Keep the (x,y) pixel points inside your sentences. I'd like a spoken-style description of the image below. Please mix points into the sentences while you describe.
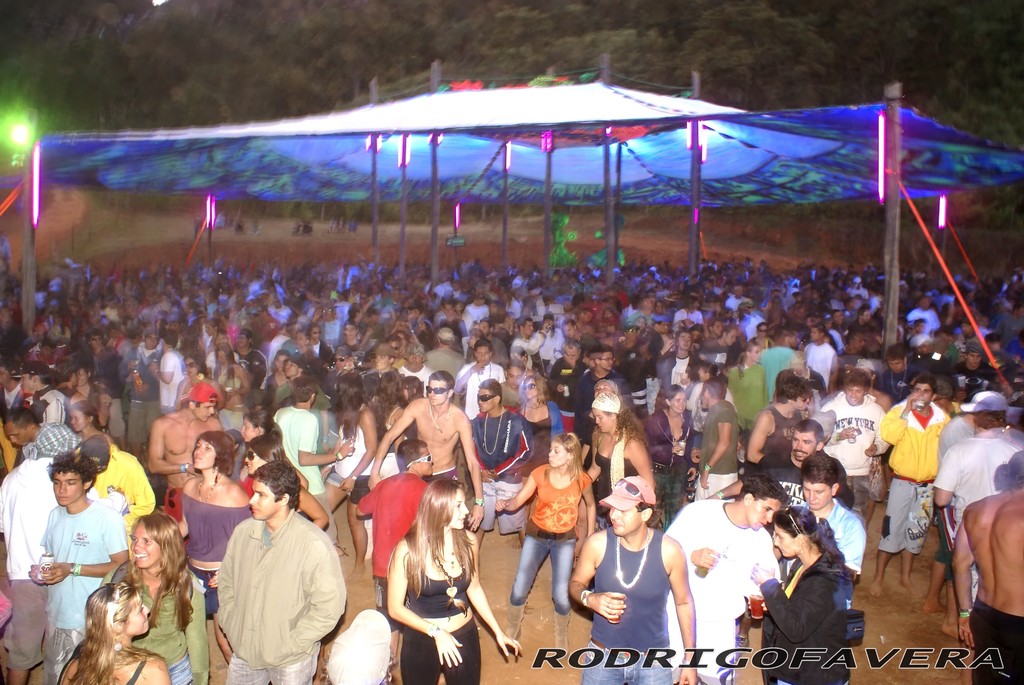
In this image there are so many people (397,367) who are standing under the tent (464,144). There are lights (34,164) to the poles (698,140). In the background (505,28) there are trees (627,49).
